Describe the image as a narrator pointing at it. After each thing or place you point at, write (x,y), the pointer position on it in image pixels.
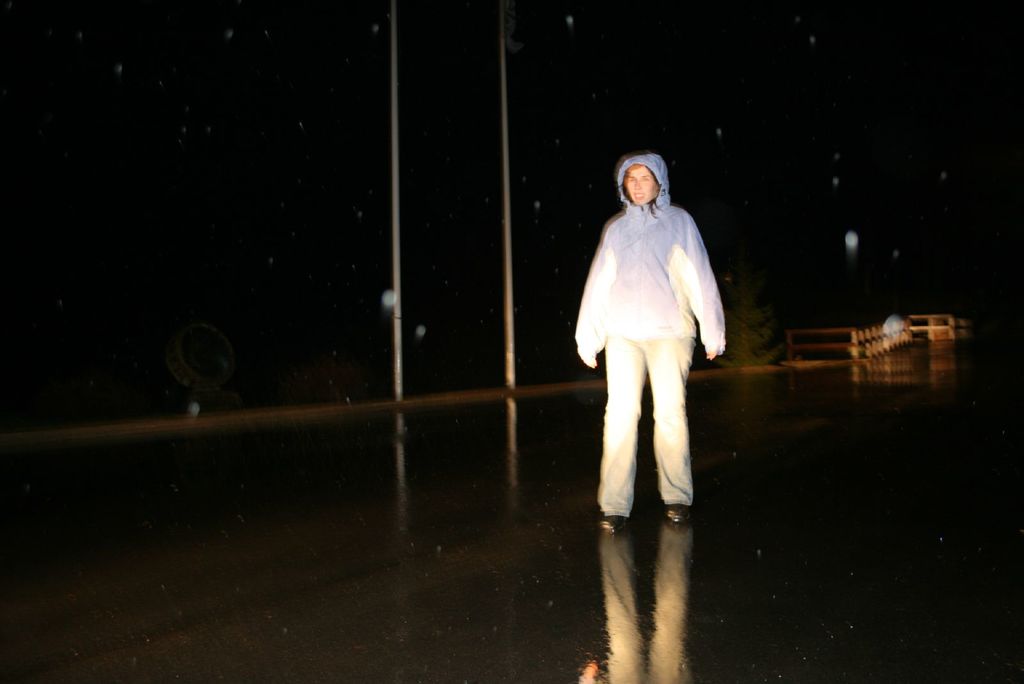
In this image I can see a woman (678,397) is standing and I can see she is wearing a jacket (703,291), jeans (677,400) and shoes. In the background (828,328) I can see two poles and few other things (875,349). I can also see this image is little bit in dark.
